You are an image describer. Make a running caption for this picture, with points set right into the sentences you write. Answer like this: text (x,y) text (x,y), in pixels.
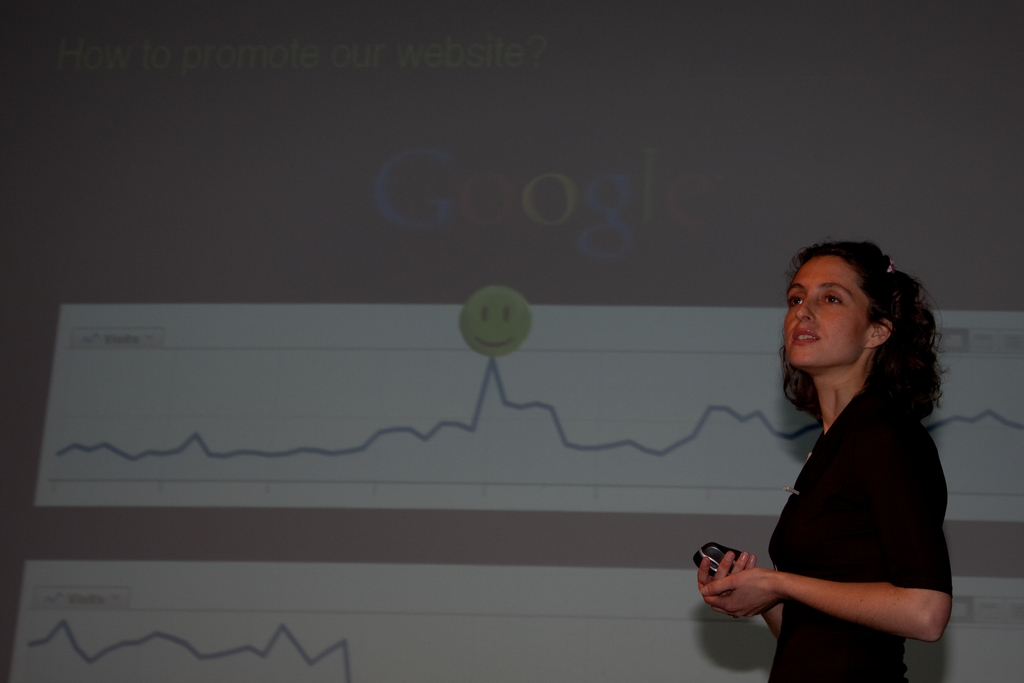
In the image there is a woman (846,424), she is giving a seminar and she is holding a gadget (712,543) in her hands (730,572), behind the woman (705,587) there is a screen (403,194) and it is displaying some pictures (354,465).
